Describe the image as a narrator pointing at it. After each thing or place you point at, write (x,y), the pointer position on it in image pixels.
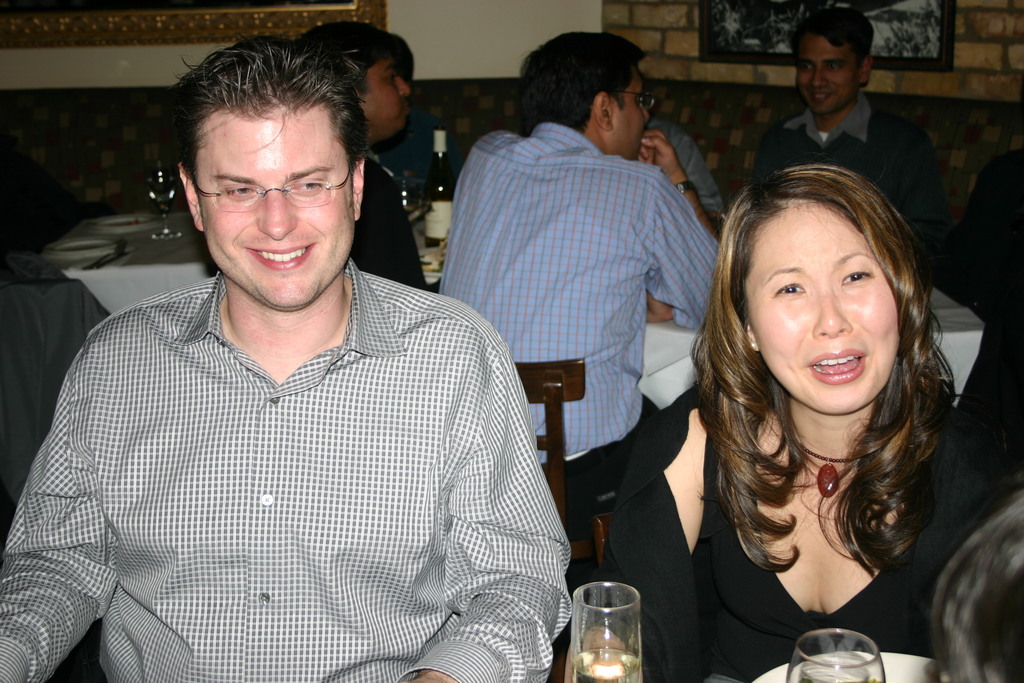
On the left side (301,361), there is a person (305,386) in a shirt (251,389), smiling and sitting. On the right side (901,231), there is a woman (732,295) in a black color dress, smiling and sitting. In front of her, there are two glasses (815,681). In the background (540,282), there are persons (836,57) sitting on chairs (535,396) around the table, on which there are some objects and there are photo frames (931,13) on the wall (503,13).
